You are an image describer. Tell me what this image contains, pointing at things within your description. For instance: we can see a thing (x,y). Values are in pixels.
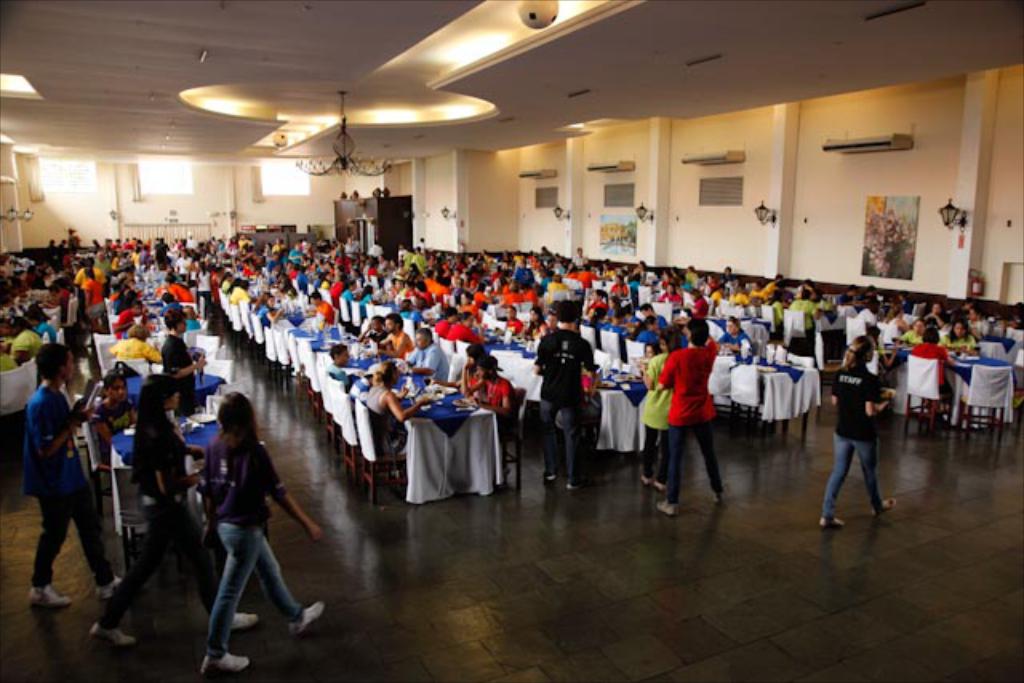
In this image we can see many persons (549,268) sitting on the chairs (237,317) at the table (452,403). On the table (435,398) we can see plates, food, water bottles (365,346), glass tumblers (327,334). At the bottom of the image (92,549) we can see persons (838,429) walking. In the background (488,236) we can see persons (67,243), windows (68,175), lights (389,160) and wall (173,206).
